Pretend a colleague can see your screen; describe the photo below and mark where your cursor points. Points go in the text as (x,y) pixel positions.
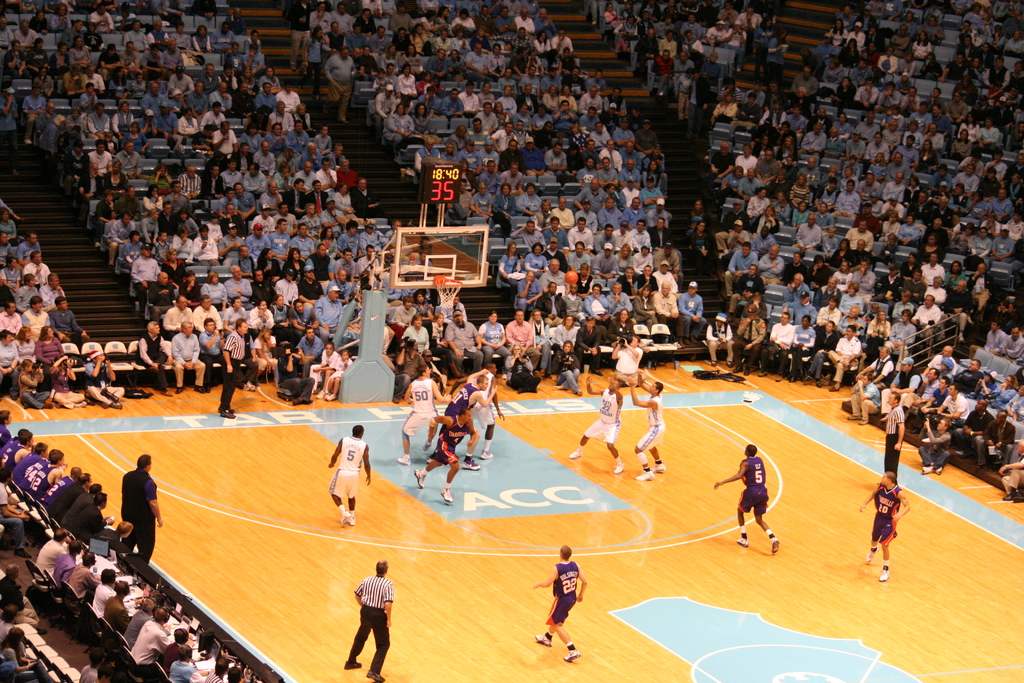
In the image in the center (374,429) we can see one ball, basket ball court (491,543) and few people (617,436) were standing. In the background (475,328) we can see staircase (47,223), banners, chairs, group of peoples (946,118) were sitting and few peoples (529,140) were wearing caps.
